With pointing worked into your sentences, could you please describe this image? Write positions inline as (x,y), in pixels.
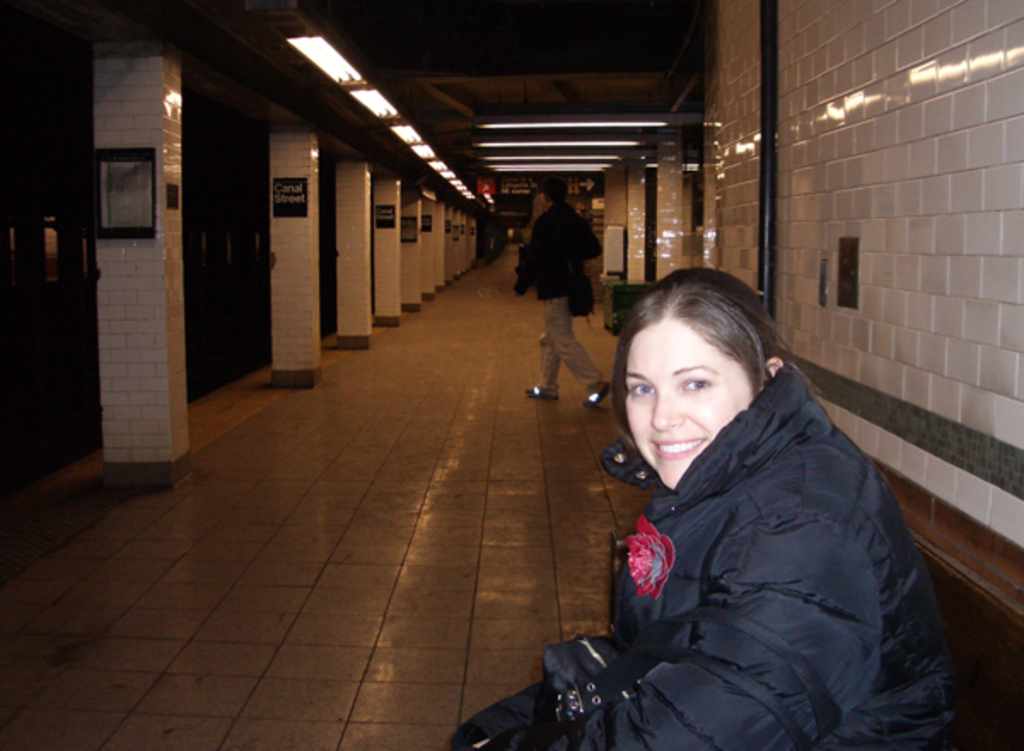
In the foreground of the image (513,747) there is a lady (468,731) wearing a black color jacket (867,494). To the right side of the image (843,313) there is a wall (963,57). To the left side of the image (150,478) there are pillars (147,456). At the bottom of the image (19,608) there is a floor (338,699). There is a person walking in the image.
